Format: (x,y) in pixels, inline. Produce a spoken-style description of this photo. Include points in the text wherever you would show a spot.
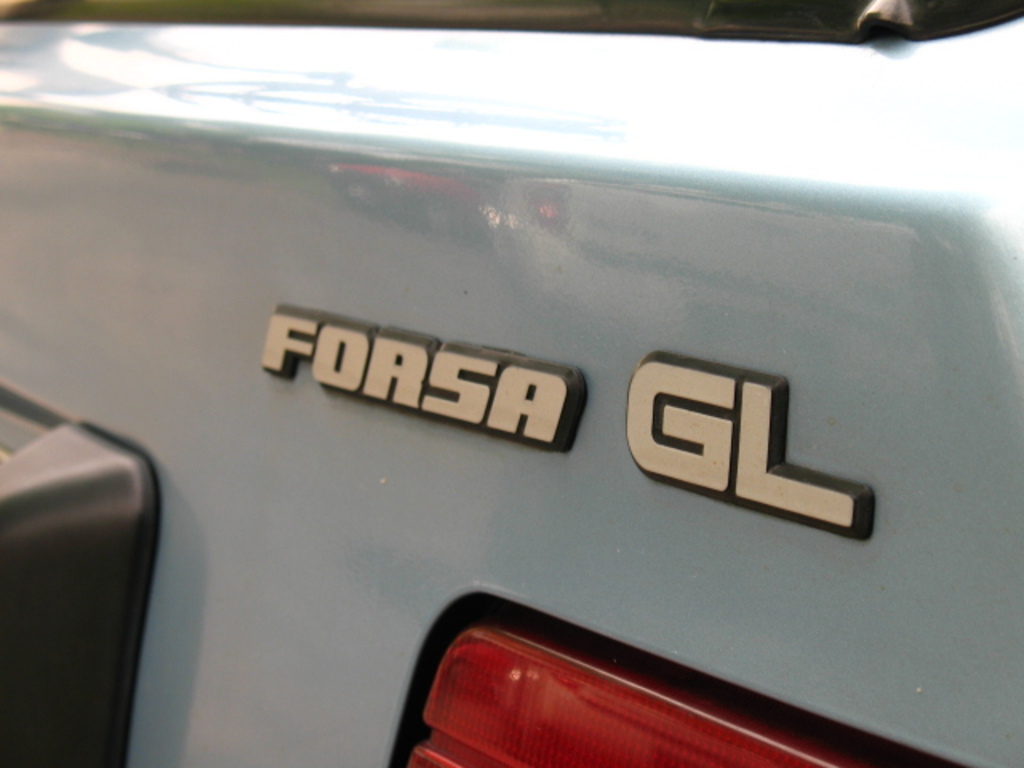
In this image there is a vehicle (516,643) with a tail light (511,705) and there is a text (716,463) on the vehicle (595,460).
